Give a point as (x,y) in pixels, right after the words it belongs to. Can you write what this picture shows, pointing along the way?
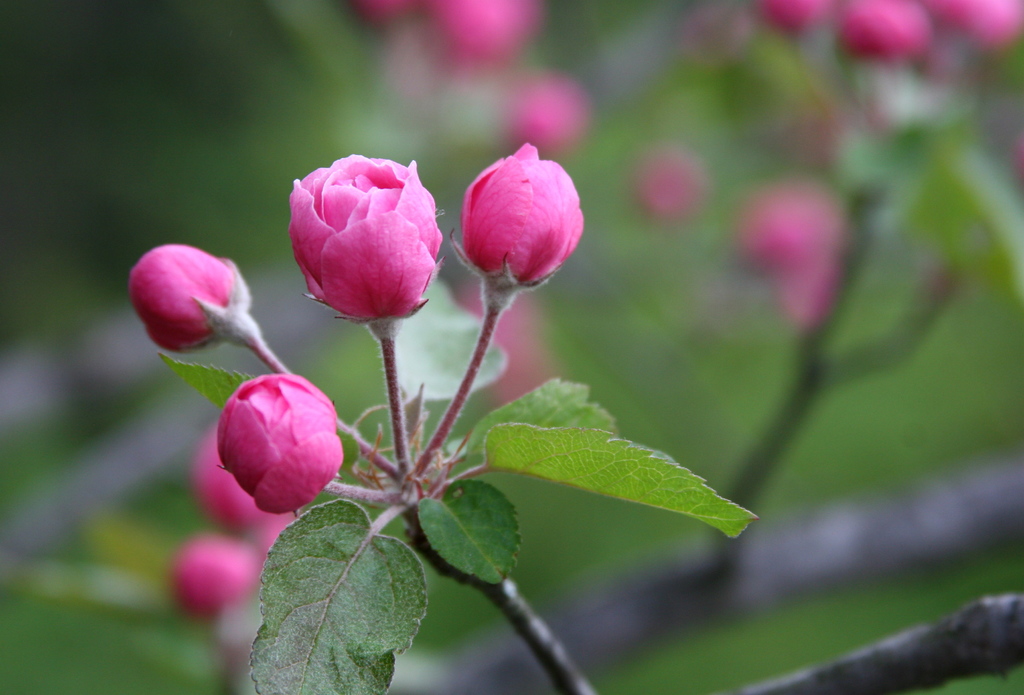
This image is taken outdoors. In the background (725,326) there are a few plants (262,202). In the middle of the image (433,432) there is a plant (353,531) with a few crabapple buds (157,298) which are pink in color.
